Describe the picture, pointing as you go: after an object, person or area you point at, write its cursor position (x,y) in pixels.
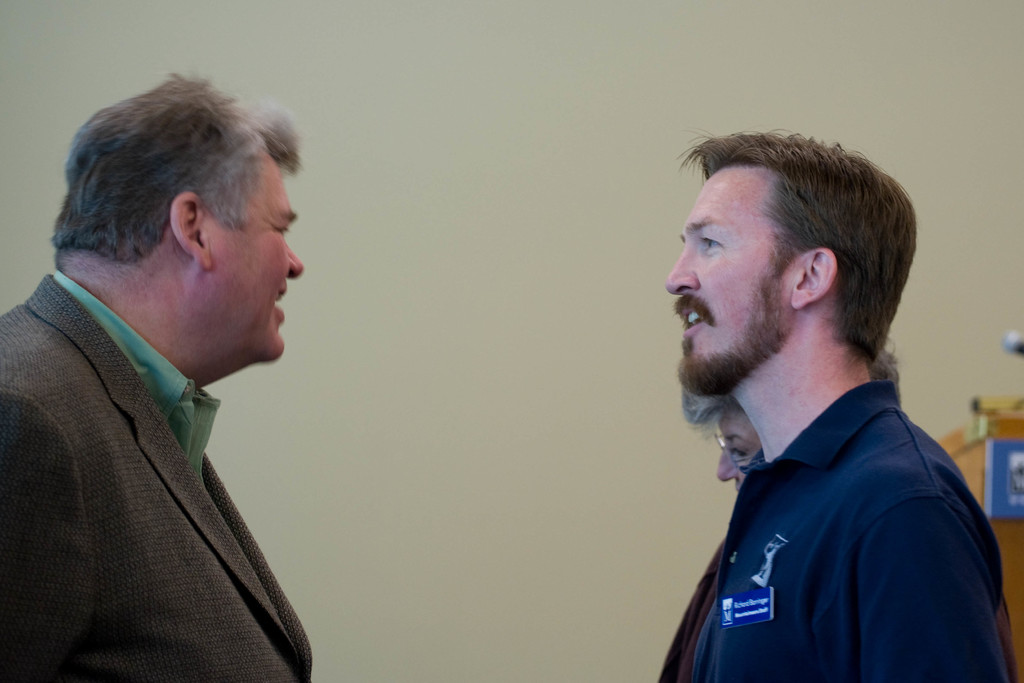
In this image we can see there are three persons (789,434) standing. At the right side (992,435), it looks like a podium (1002,439). In the background (1014,362), we can see the wall (530,303).
